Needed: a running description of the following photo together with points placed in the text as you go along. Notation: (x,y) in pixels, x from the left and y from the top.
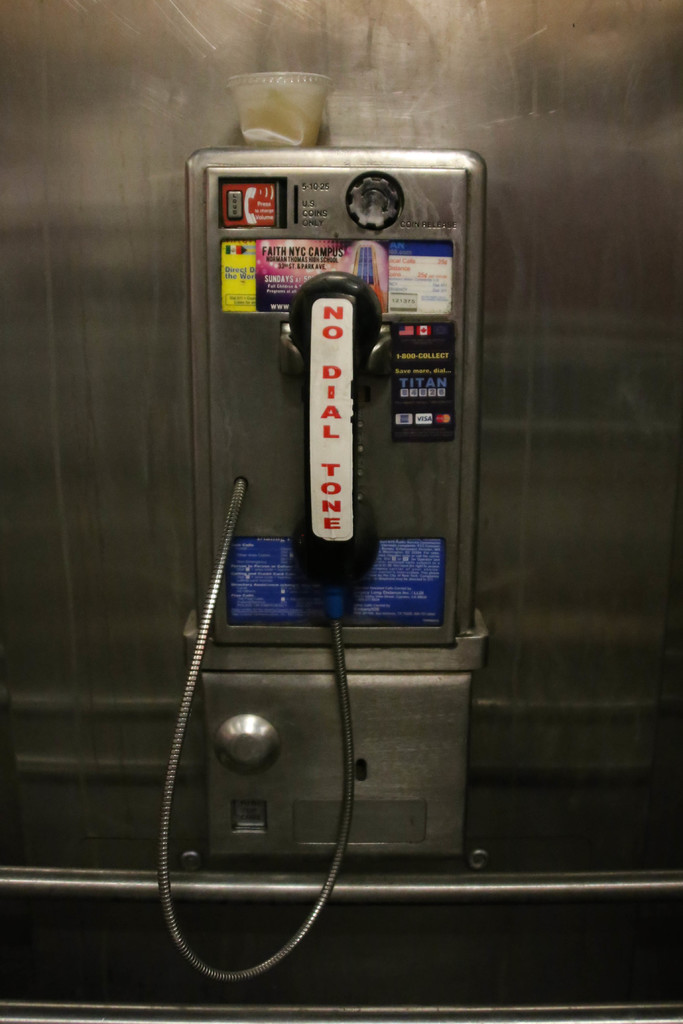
Here we can see a telephone (389,234). On this telephone (413,332) there are sticker (319,258). Above this telephone (324,263) there is a cup (305,86). This is steel rod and steel wall (148,828).
